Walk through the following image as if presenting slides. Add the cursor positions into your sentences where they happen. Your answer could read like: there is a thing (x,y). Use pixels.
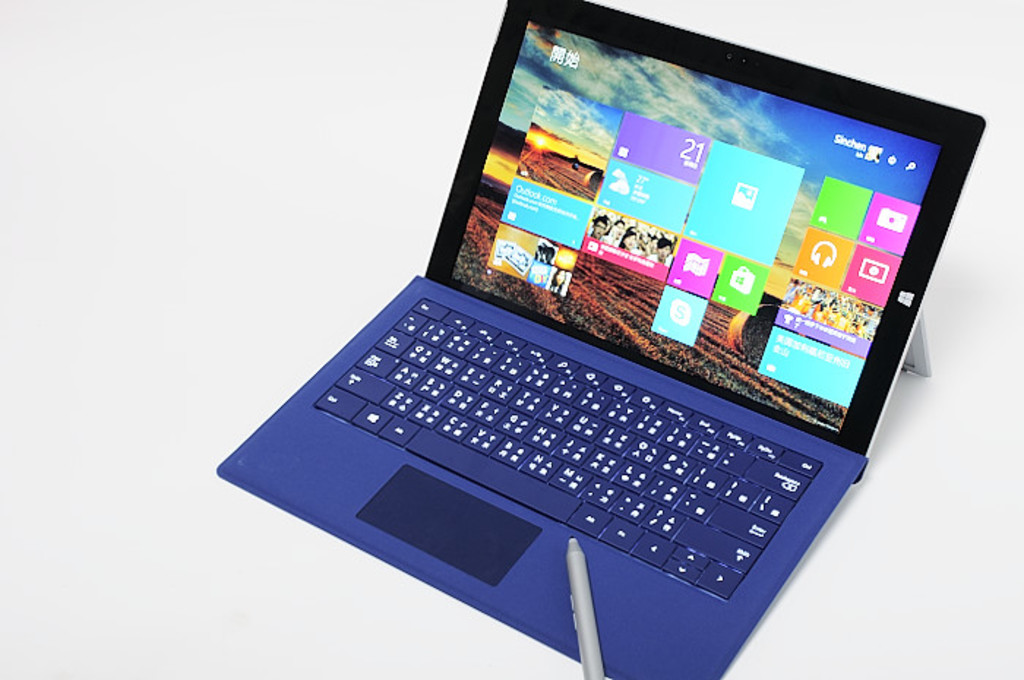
In this image we can see a laptop (690,432) and a marker (582,588) placed on top of it.
